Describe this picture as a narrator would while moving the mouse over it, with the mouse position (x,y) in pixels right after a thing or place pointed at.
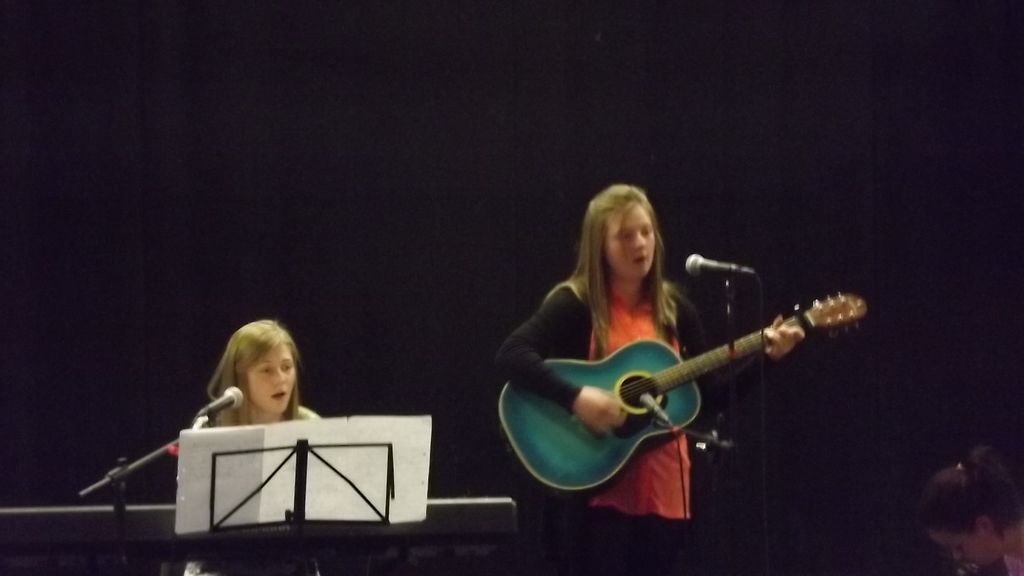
In this picture, on to the left (252,384) there is a woman (271,397) sitting on the chair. There is a mic (222,405) in front of her. In the middle, there is a woman (601,357) who is wearing an orange shirt (626,327) and a black jacket (544,341) is playing a guitar (585,444). On to the right (964,509) there is a woman (992,521).
